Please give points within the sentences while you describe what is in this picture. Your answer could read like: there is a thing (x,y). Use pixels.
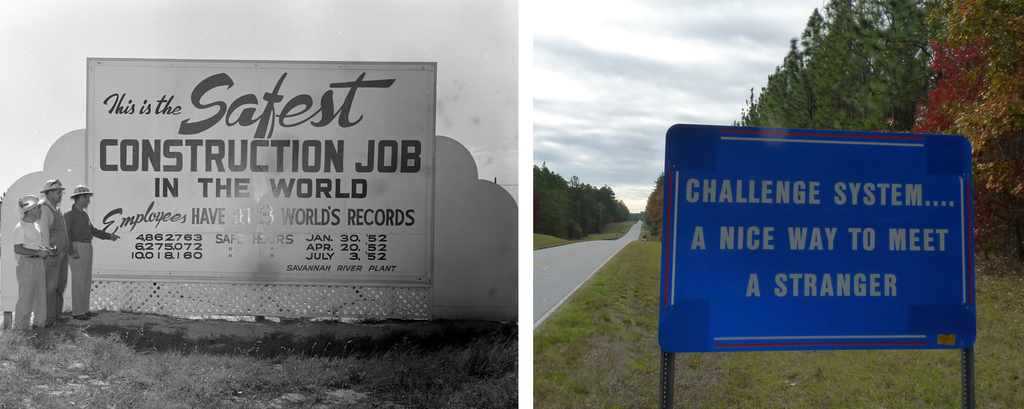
This is the collage of two images. First image we can see a board (276,227), in front of the board (258,212) three men (46,245) are standing and grassy land (161,371) is present. In the second image one blue color board (776,236) is there, behind the board (716,257) trees (565,201) and grasslands (607,280) are present. Left side of the image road (559,281) is there. The sky (649,83) is covered with clouds (652,67).
